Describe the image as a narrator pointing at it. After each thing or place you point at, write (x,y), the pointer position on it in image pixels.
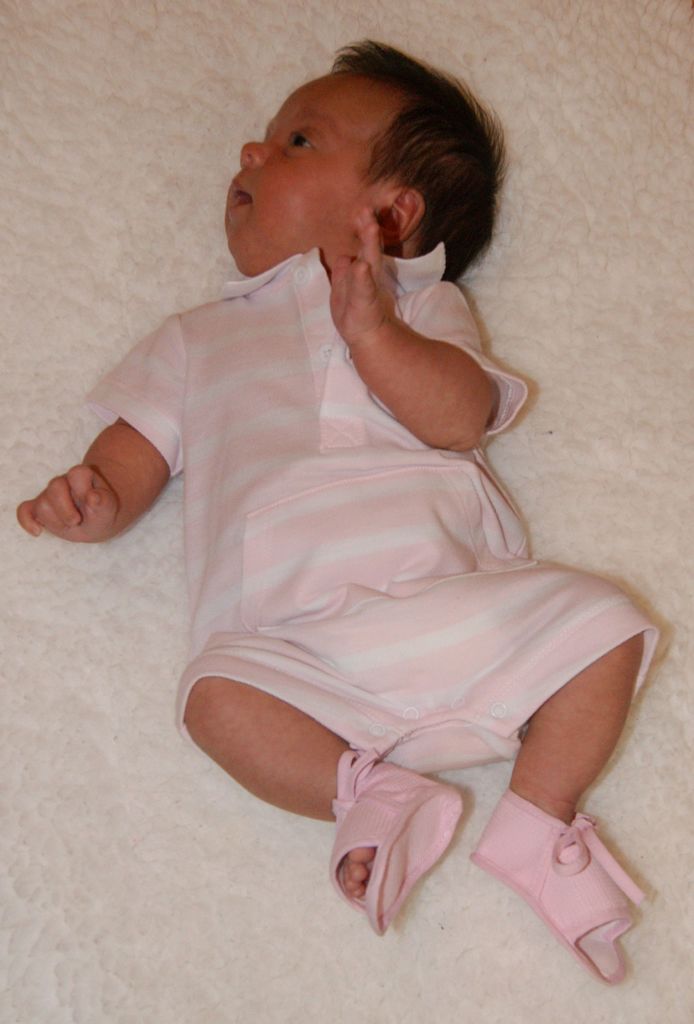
In this picture we can see a baby (390,366) is lying on mattress (61,244).
